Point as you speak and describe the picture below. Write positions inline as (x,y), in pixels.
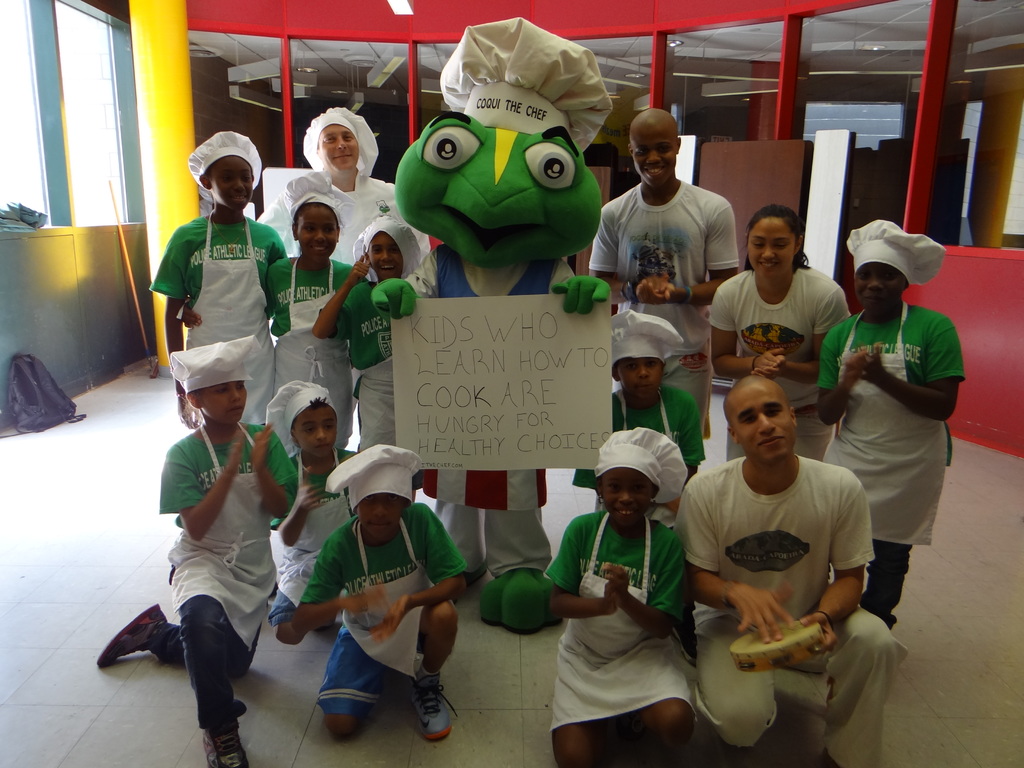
In this picture, we see a man (512,246) is wearing the mascot costume (523,257). He is holding a white chart (553,364) with some text (489,410) written on it. Beside him, we see people (308,283) are standing and most of them are wearing the white aprons (330,365) and white bonnets (231,149). Behind them, we see the glass doors (856,166) and a wall (994,305) in red color. On the left side (176,72), we see a yellow pillar (162,165), stick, window (114,176), black bag (48,385) and a grey wall (77,309).
